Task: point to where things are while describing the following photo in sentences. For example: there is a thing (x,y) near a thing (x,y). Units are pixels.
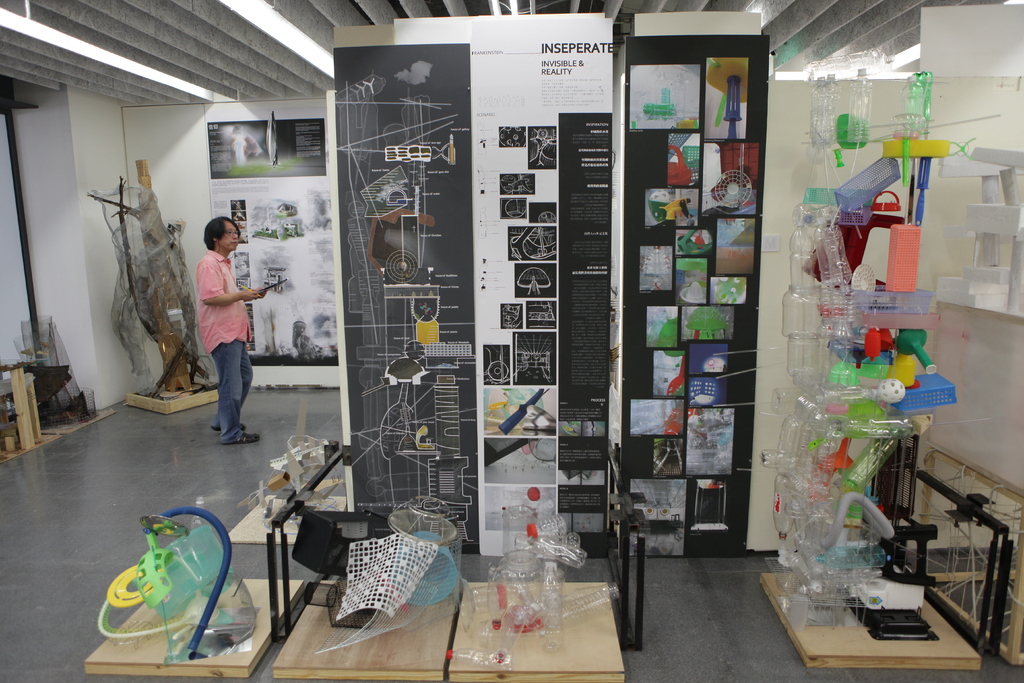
In this image there are plastic bottles (816,305), pipe (190,513) and some objects (385,581) on the wooden blocks (459,622), and there are some plastic items (890,308) hanged to the stand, there are boards (728,389) attached to the wall (197,217), a person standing and some objects (299,473).
